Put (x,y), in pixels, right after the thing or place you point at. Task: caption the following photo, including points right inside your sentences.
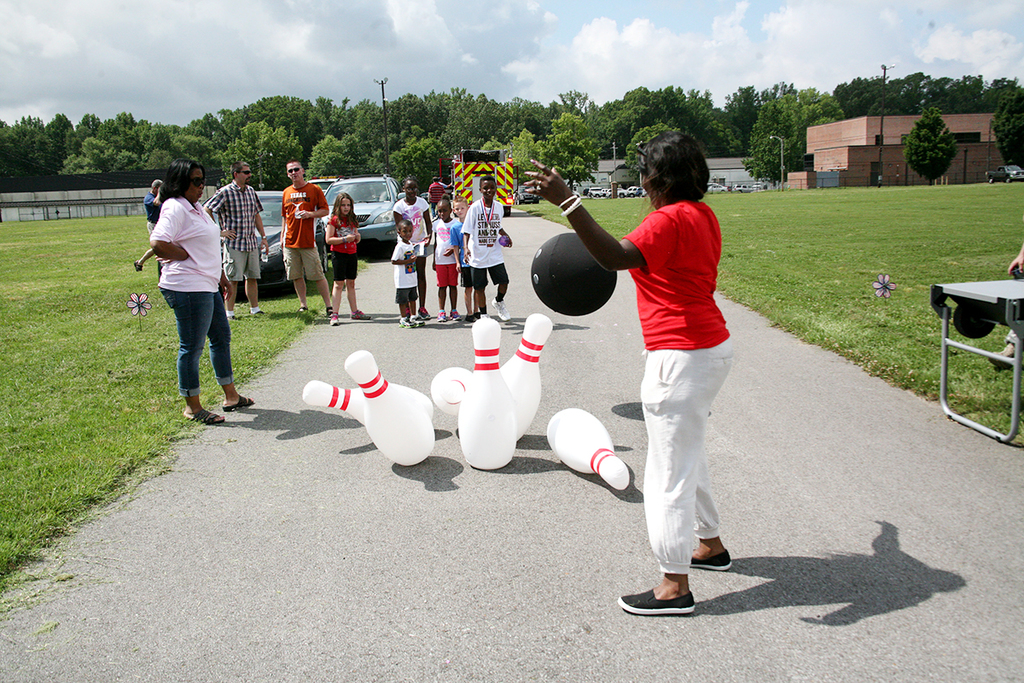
This picture is clicked outside. On the right (695,228) there is a person (690,252) wearing a red color t-shirt (685,276) and standing on the ground (721,587) and we can see a black color ball (582,288) jumping in the air and we can see the bowling pins (505,447) placed on the ground (418,485) and we can see the group of people (313,254) seems to be standing on the ground (465,332). In the background (98,245) we can see the green grass (89,374), table (993,317), vehicles (486,161), sky (394,23), trees (782,109), poles (784,142) and buildings (857,183).
